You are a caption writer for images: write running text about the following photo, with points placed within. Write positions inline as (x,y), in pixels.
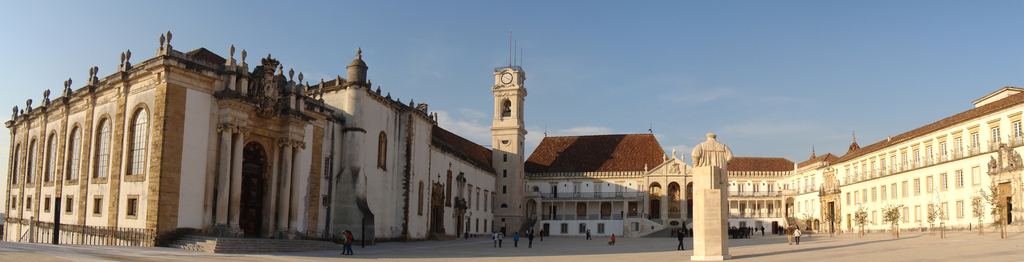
In this image there are buildings (300,187). In the middle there is a monument (709,171). There are people (787,238) walking in front of the building (663,229). In the right (888,220) there are trees (892,219). The sky (808,128) is cloudy. This is a clock tower (517,131).
